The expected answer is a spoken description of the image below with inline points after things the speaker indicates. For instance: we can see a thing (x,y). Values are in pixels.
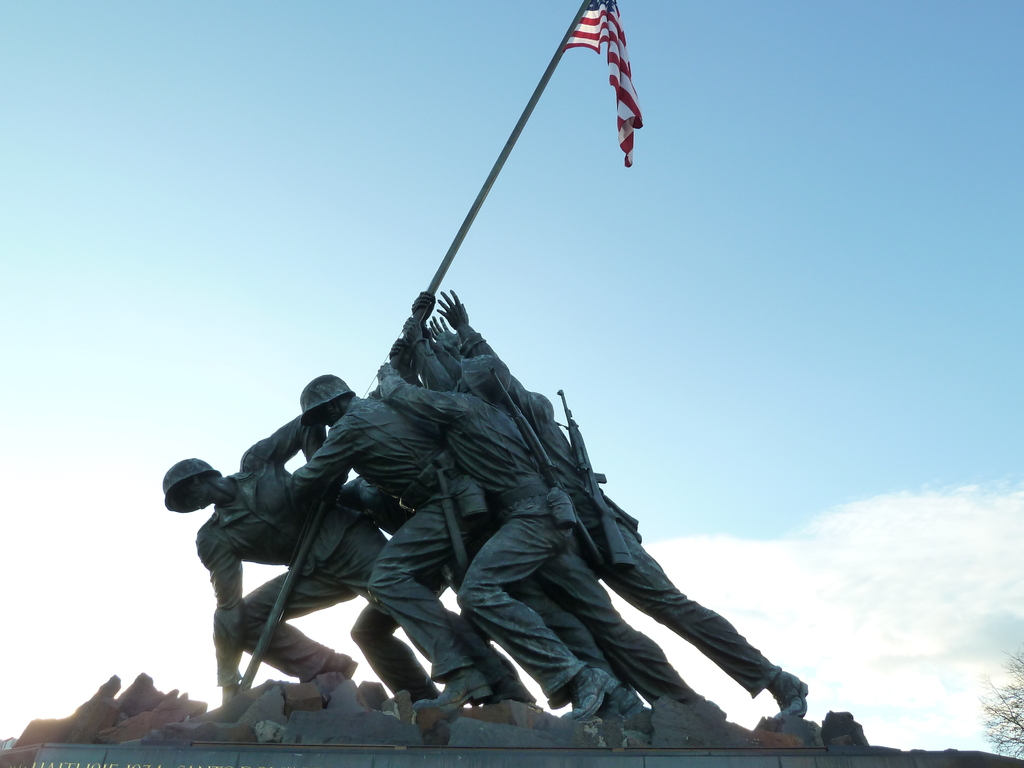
This image consists of many statues (361,537). They are holding a flag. In the background (185,437), there is sky (904,602).
